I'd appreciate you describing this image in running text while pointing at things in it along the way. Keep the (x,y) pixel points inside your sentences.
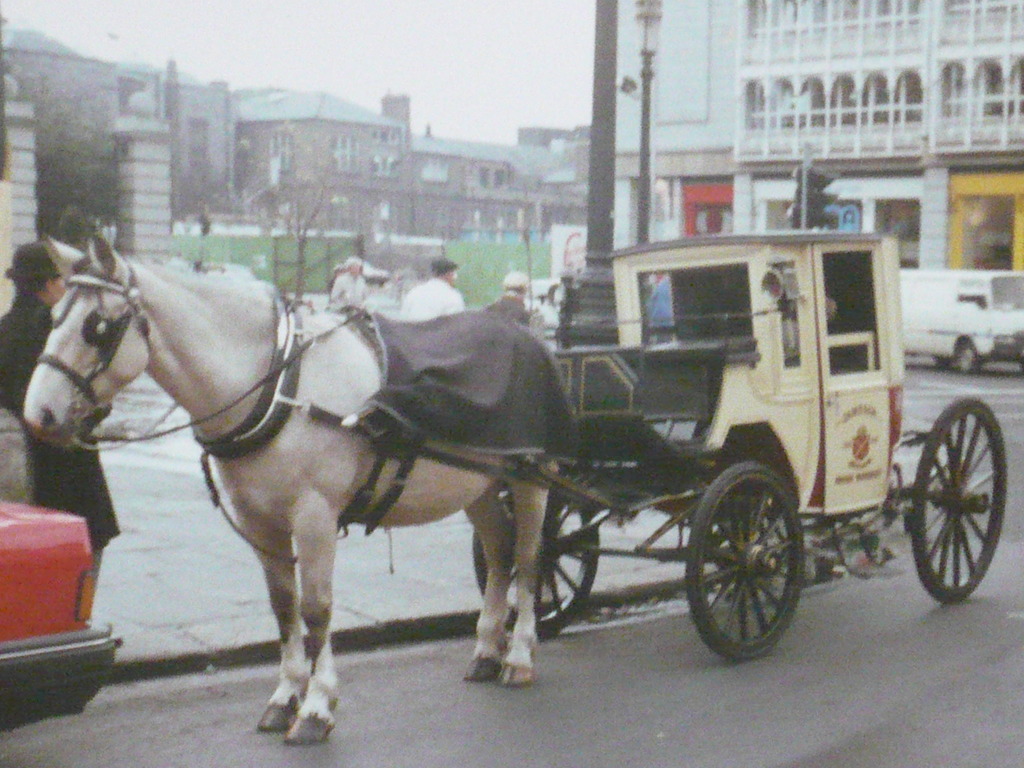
This is an outside view. Here I can see a horse cart (732,406) on the road (501,722). At the back (9,321) there are few people (504,297) on the footpath (131,523). In the background (535,163) there are many buildings (342,164). On the right (957,318) and left side of the image (23,629) I can see the vehicles (27,575) on the road (98,718). In the middle of the image (589,269) there is a pole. At the top of the image (372,22) I can see the sky (207,50).
